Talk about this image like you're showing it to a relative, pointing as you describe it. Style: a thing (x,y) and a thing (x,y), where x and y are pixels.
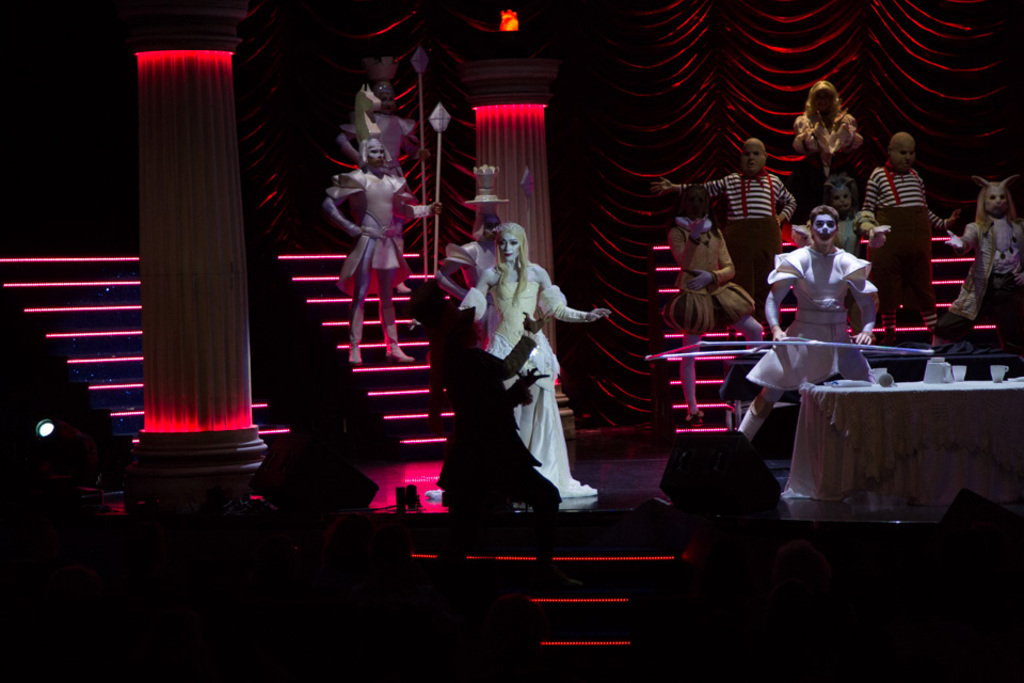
In this image there are people (827,272) wearing costumes (377,214) standing on the stage (630,444). In front of them there are stairs (566,591). There are people (388,616). On the right side of the image (817,440) there is a table (874,453). On top of it there are cups (956,374) and a few other objects (937,368). On the left side of the image (72,427) there is a light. There are pillars (540,189). There are stairs (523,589). In the background of the image (239,93) there are curtains (768,75).
